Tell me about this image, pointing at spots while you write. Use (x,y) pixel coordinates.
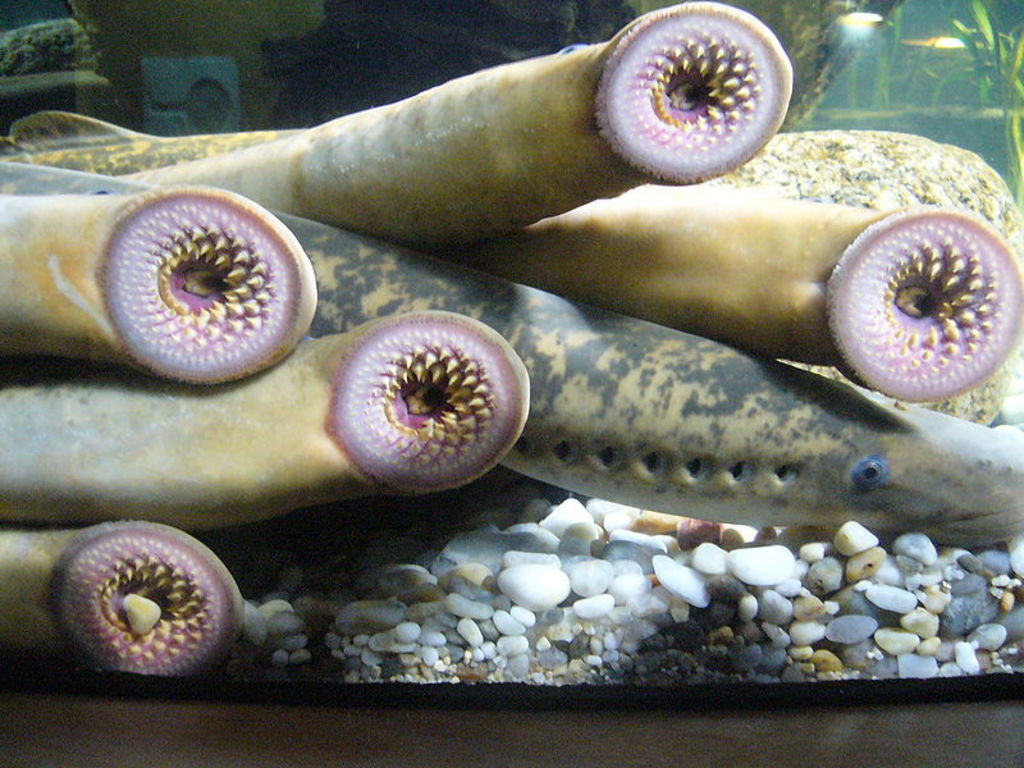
In this image we can see an aquarium (580,414). In the center (628,463) there is a fish (633,409) and some water animals (648,246) in the water (899,122). At the bottom (404,583) there are stones (513,595).
